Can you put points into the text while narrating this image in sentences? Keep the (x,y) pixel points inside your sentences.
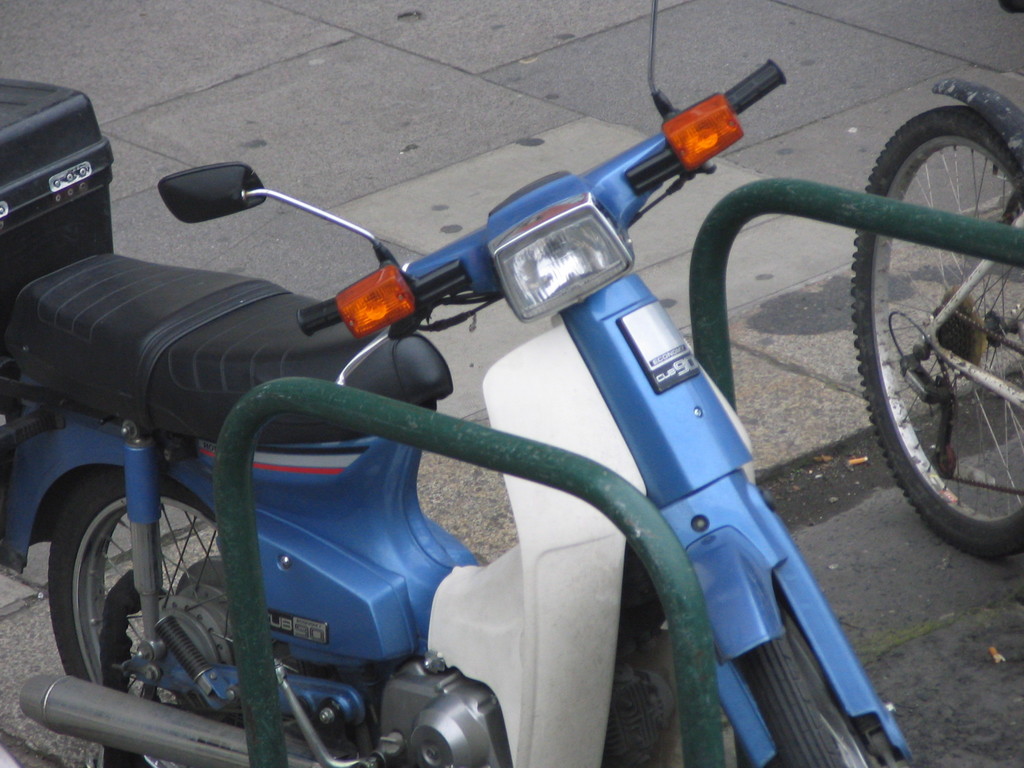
In this picture we can see a bike (307,595) parked on the path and on the right side of the path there is an iron rod (971,232) and a bicycle wheel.
